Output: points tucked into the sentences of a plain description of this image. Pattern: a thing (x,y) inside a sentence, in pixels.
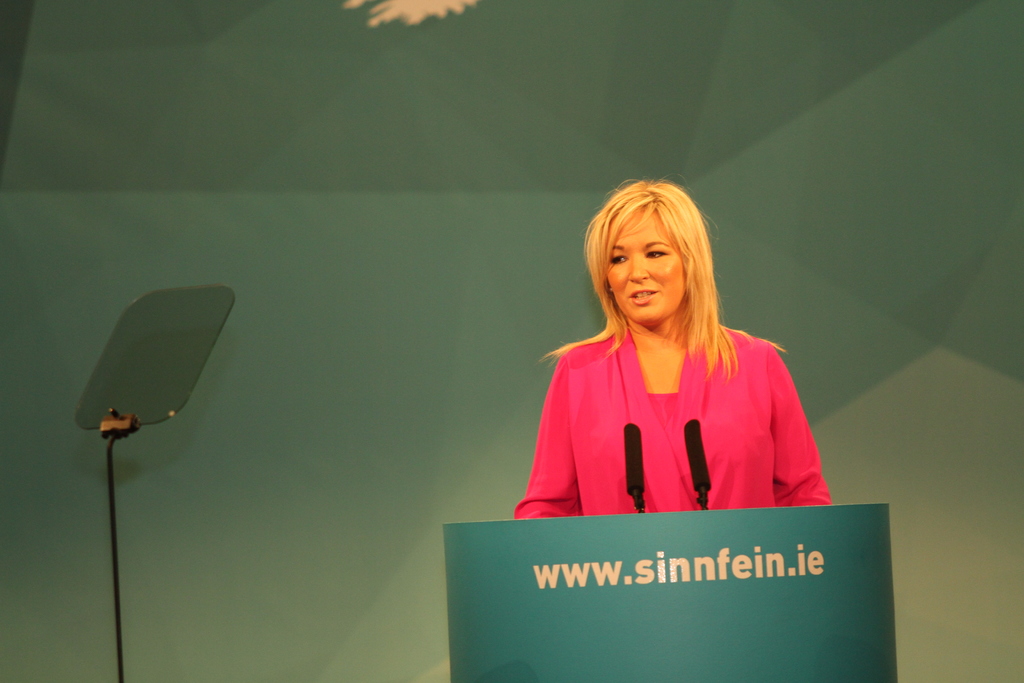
In this image I can see a woman (548,467) and I can see she is wearing pink colour dress (682,431). I can also see a green colour thing (641,524), few mics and over here I can see something is written.
